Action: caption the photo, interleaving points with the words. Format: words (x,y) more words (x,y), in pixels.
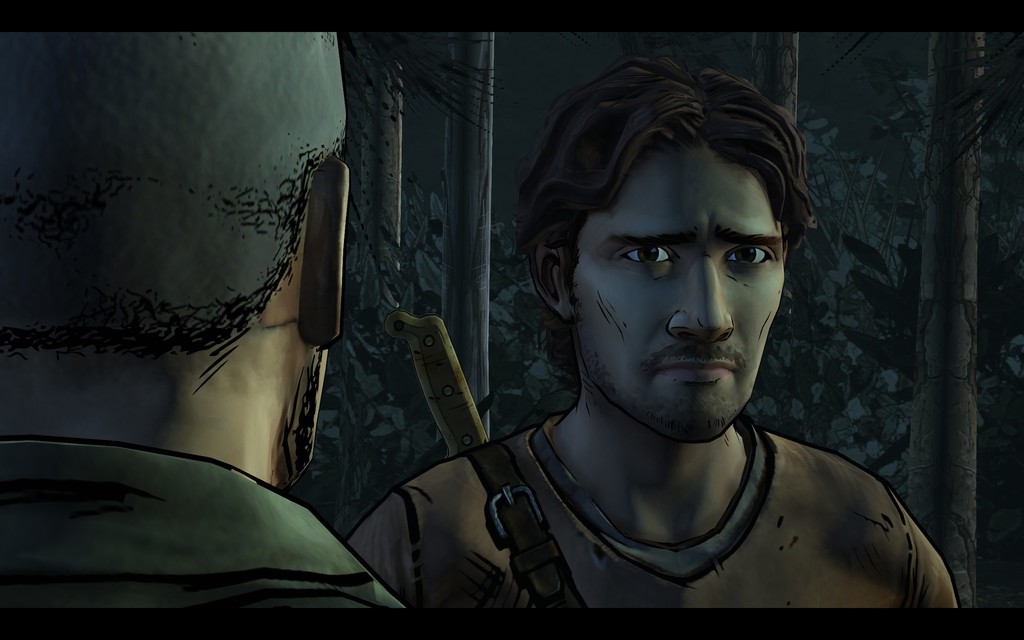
In this image we can see two men (387,527). In the background (433,103) there are trees (485,68) and plants (418,278).
